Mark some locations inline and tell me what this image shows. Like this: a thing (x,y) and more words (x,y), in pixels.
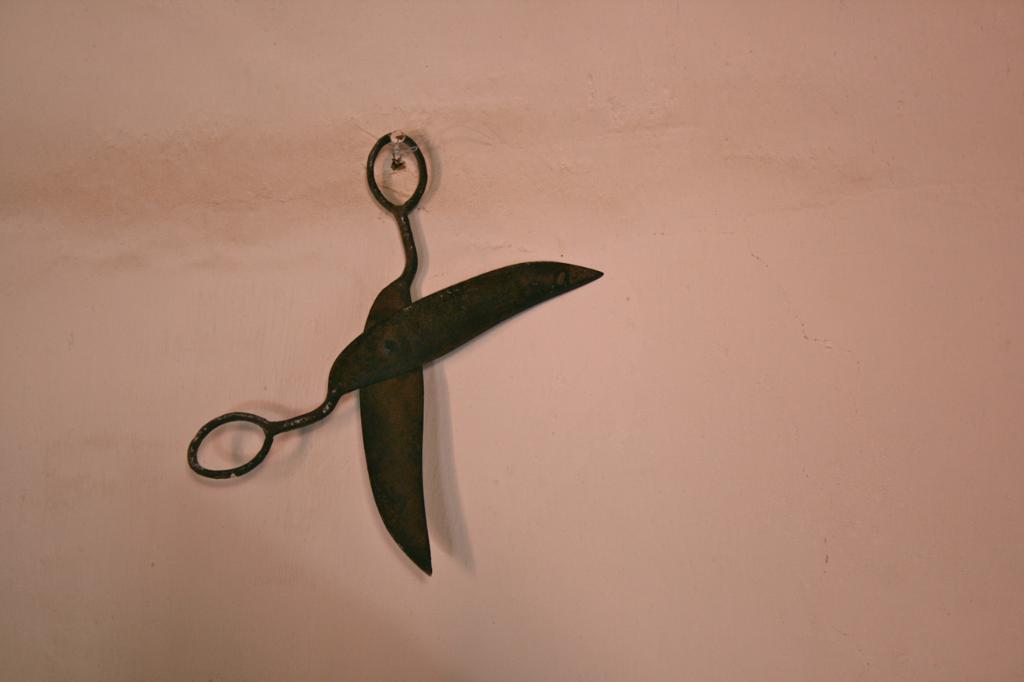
In this picture i can see a scissor (364,389) is hanging to a nail (400,133) which is attached to the wall (392,184).
